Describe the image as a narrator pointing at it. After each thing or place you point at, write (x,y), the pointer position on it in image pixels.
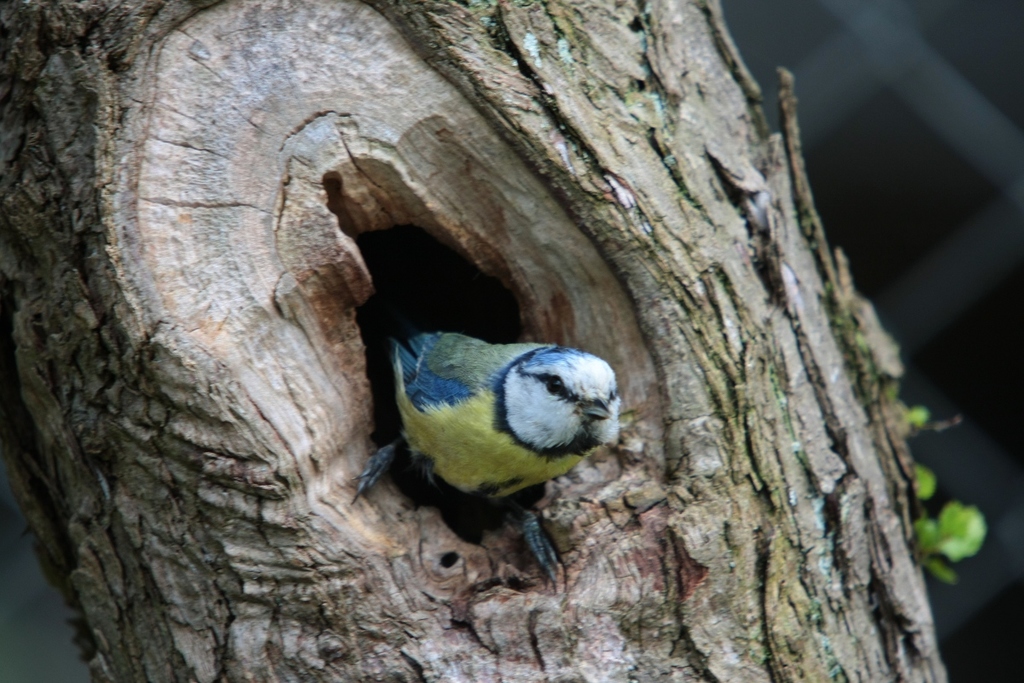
In this image I can see a bird (498,446) on a tree (174,560). Here I can see some leaves (931,530).
